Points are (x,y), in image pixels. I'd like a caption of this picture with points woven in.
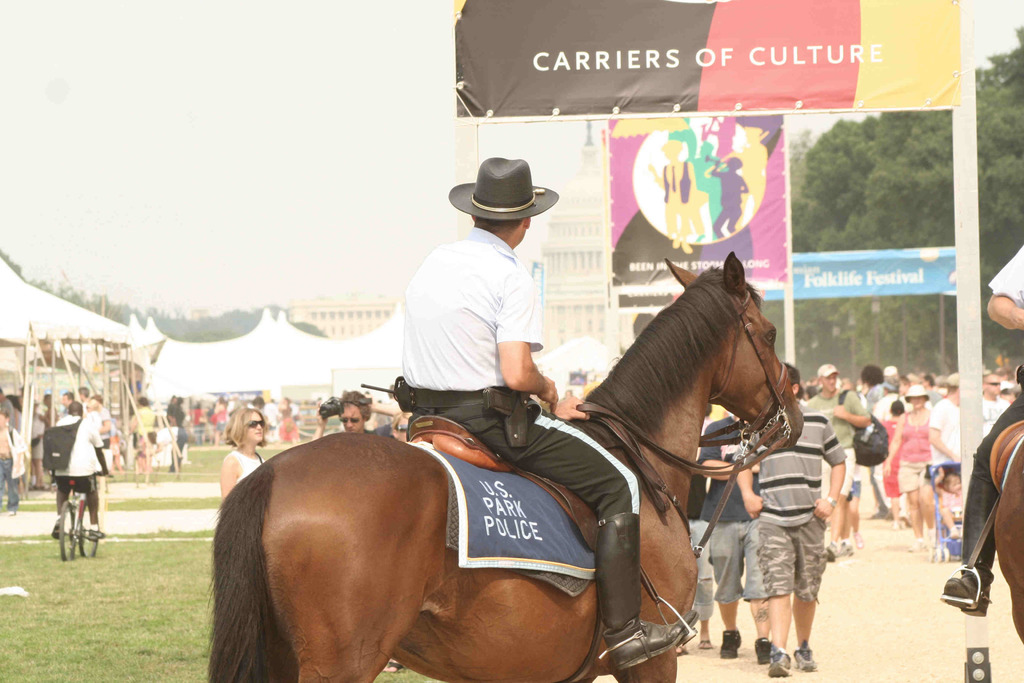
In this image we can see this man (624,548) is sitting on the horse (283,561). In the background (815,493) we can see many people (763,475) are standing. There are tents (248,361), building (550,339), trees (827,188) and banners (701,135).
